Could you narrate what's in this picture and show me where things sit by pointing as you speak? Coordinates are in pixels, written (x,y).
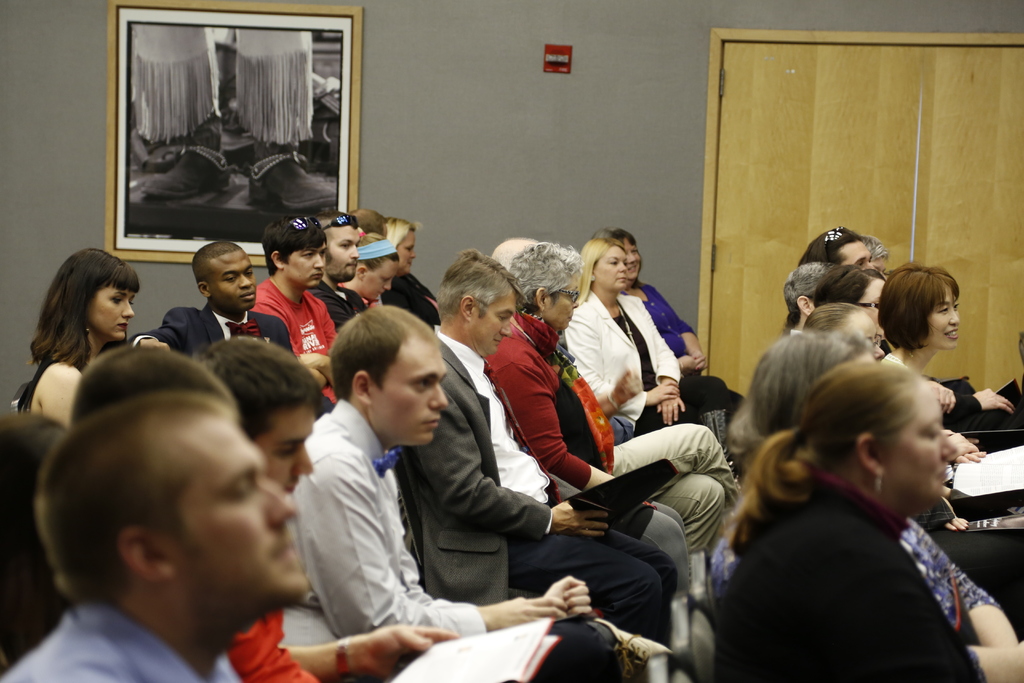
In this image there are people (662,387), door (762,178), wall (448,79), picture (313,106) and objects (514,662). Picture (245,67) is on the wall (578,203). People (551,376) are sitting.
